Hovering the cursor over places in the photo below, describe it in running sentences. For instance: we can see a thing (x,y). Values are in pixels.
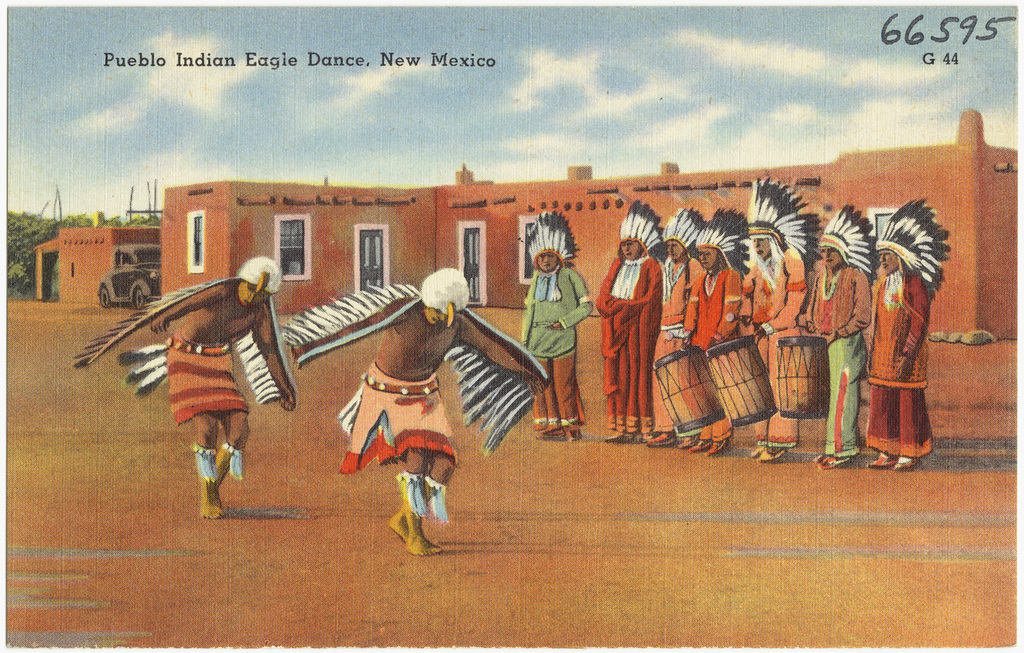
It is a painting, on the left side (181,312) 2 men (442,360) are performing different action on the right side (688,390). A group of persons (761,326) are beating the drums (732,358) and observing them, behind them there is the house (438,222). At the top (582,128) it is the sky (596,127).
